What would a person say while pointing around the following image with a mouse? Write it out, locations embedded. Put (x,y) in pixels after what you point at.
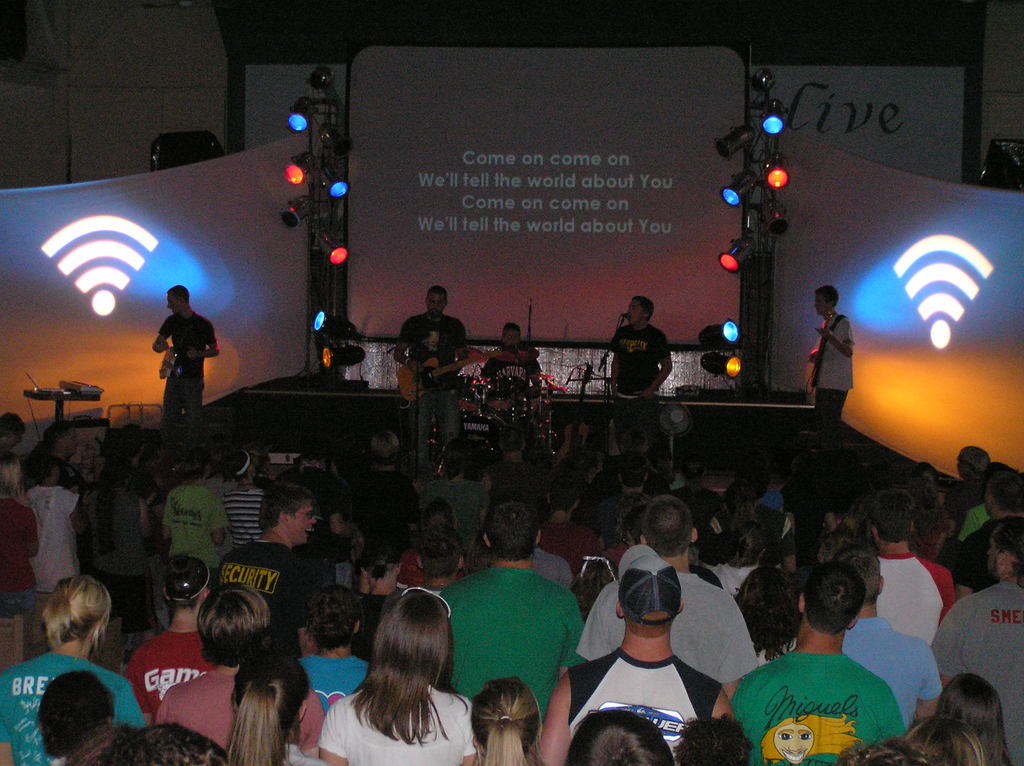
At the top of the image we can see persons (182,329) standing on the dais (383,406) and holding musical instruments (553,391) in their hands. At the bottom of the image (311,586) we can see persons (254,586) standing on the floor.
